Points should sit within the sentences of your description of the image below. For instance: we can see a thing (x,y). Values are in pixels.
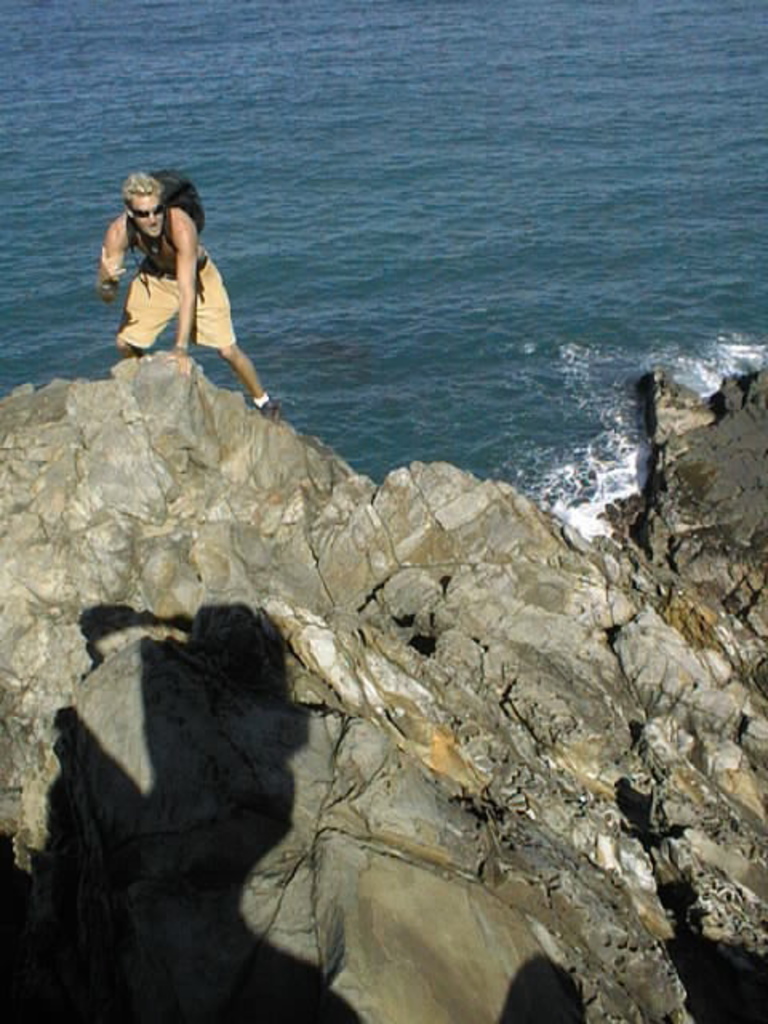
In this image there is a person (155,339) standing on the rock (261,629). Behind him there is water (575,191).
